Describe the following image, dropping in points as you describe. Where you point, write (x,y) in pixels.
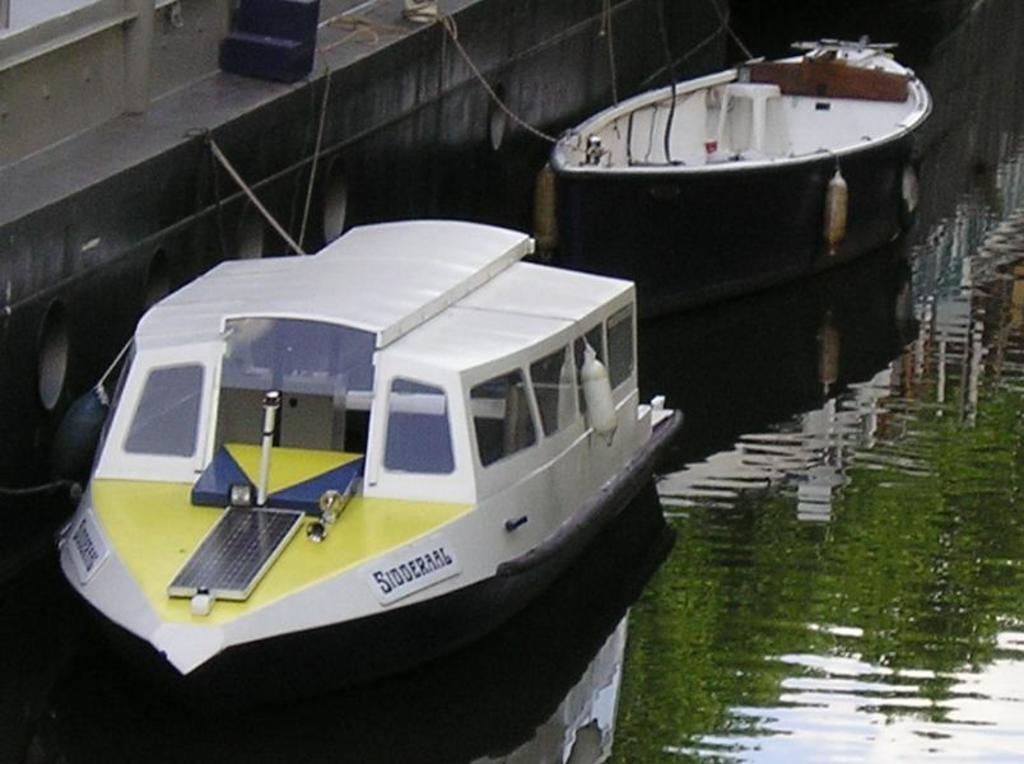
In this picture, we can see water (699,386), boats (609,134) with some rope (541,135), we can see the wall (429,71), and we can see some black color object (228,45) in the top side of the picture (230,66).
